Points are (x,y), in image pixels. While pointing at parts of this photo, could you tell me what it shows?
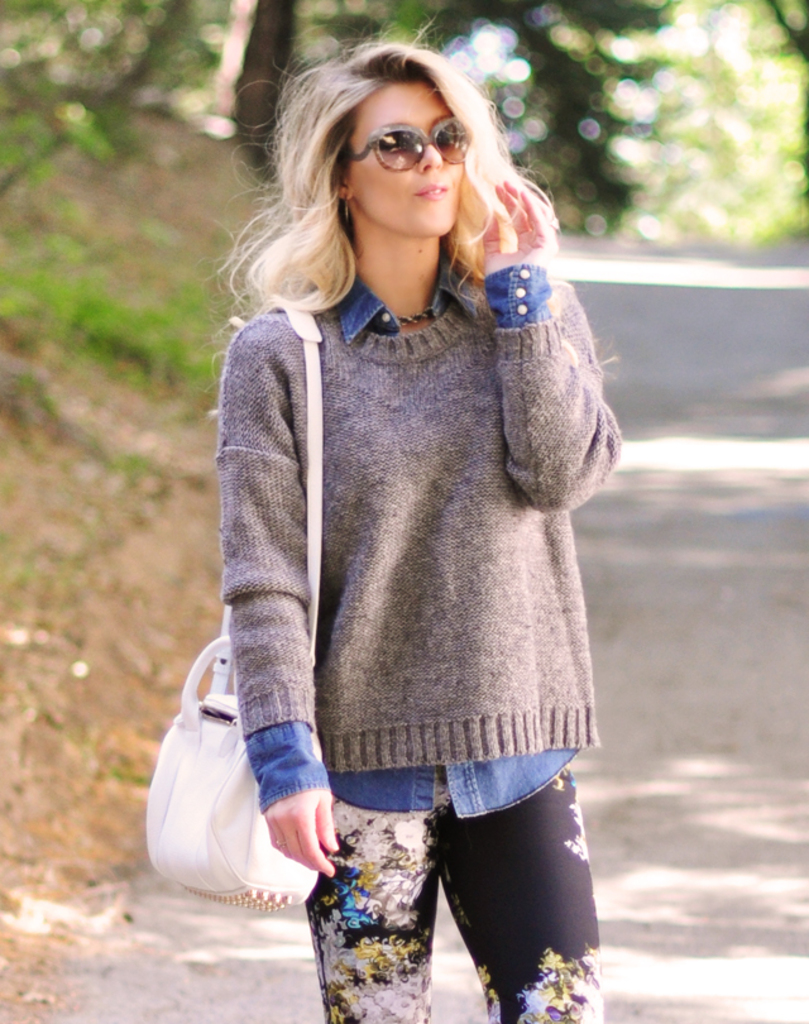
In this image we can see a woman (427,859). She is wearing sweater (481,638) and black pant (390,833). And carrying white color bag (259,840). Behind her road (660,327) and trees (250,99) are there.
